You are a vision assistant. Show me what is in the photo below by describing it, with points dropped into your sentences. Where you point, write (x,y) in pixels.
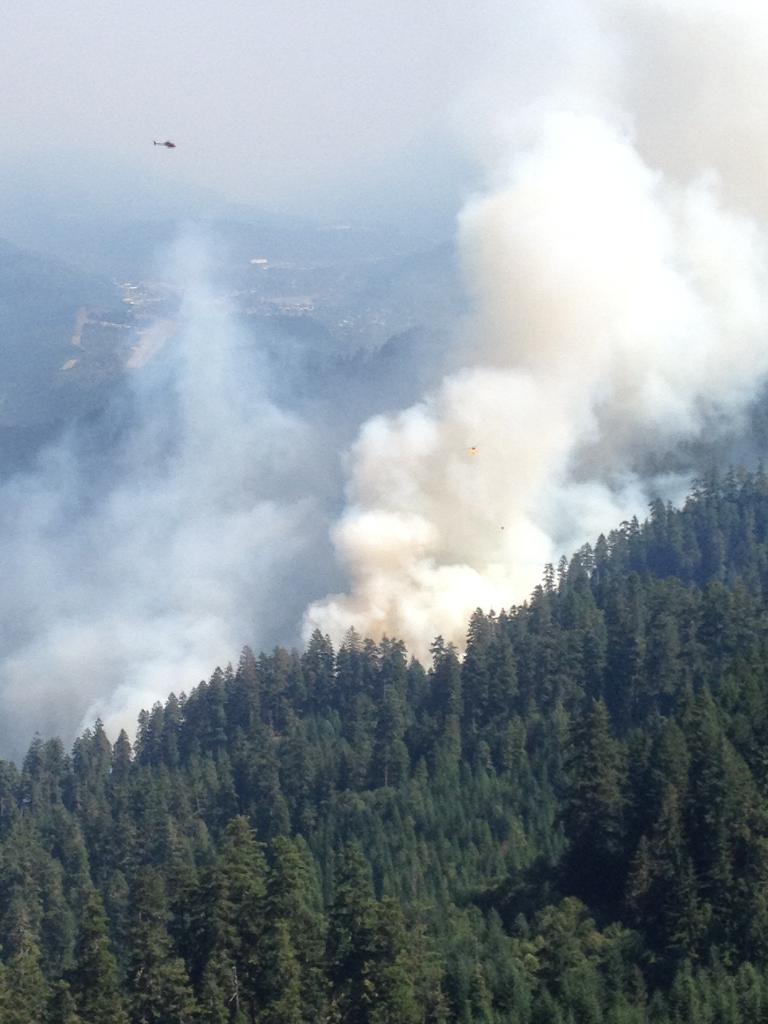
In this image we can see group of trees (569,704) mountains (581,664), helicopter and the sky (286,74).
